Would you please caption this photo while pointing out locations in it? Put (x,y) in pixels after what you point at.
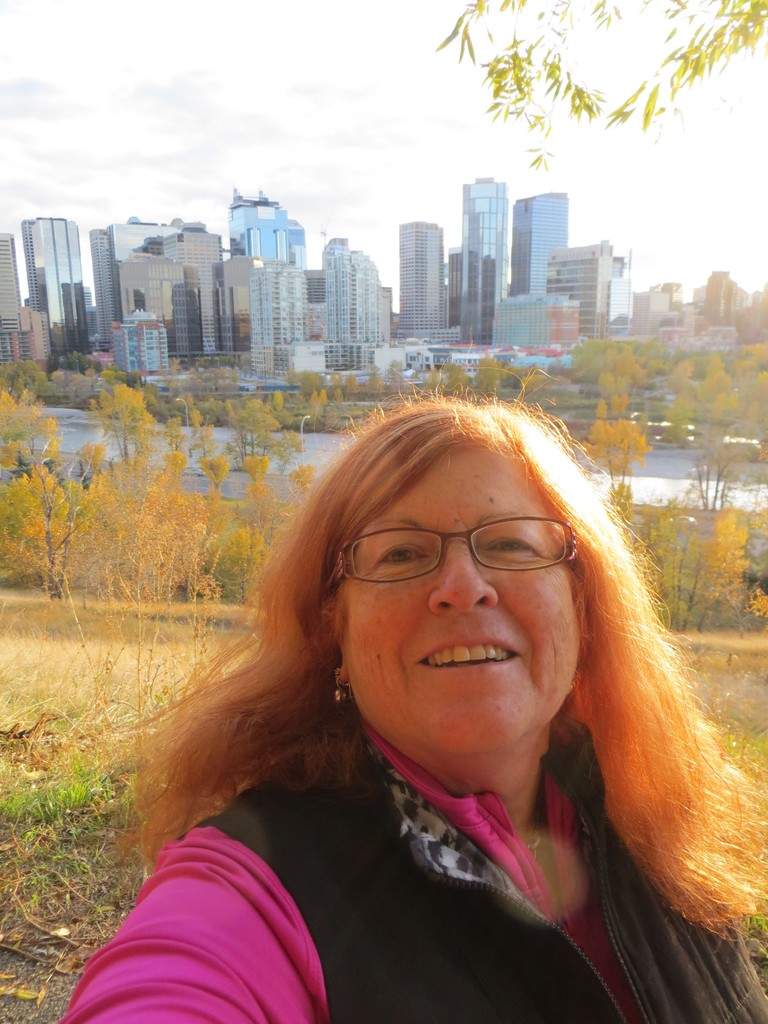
In this image I can see a woman (399,837). I can see she is wearing jacket (442,885) and specs (559,555). In the background (89,669) I can see grass (53,680), number of trees (218,561), number of buildings (246,238) and the sky (30,116).
